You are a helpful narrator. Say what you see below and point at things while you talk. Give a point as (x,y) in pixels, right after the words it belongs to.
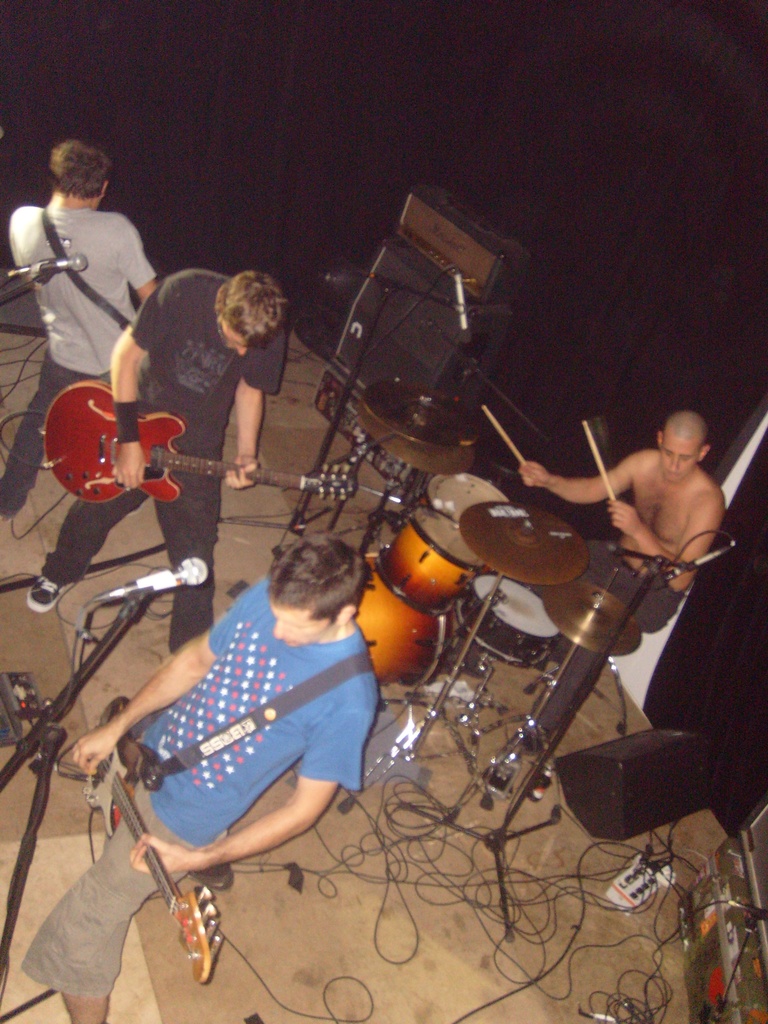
Here we can see a group of men (338,586) playing guitars (99,395) with a microphone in front of them and behind them we can see a person (579,485) playing drums (447,542).
